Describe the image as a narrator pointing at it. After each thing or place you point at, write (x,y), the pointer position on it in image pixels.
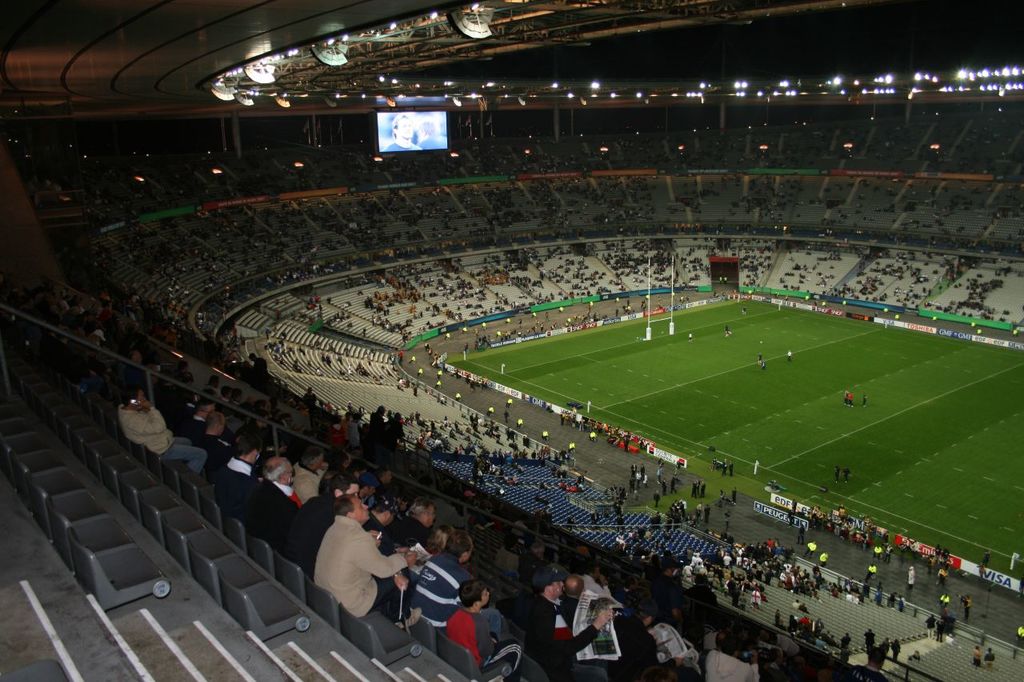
In this image I can see a group of people (381,471) sitting on the chairs (240,593). I can see poles (671,283), colorful boards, lights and the screen (390,145).
